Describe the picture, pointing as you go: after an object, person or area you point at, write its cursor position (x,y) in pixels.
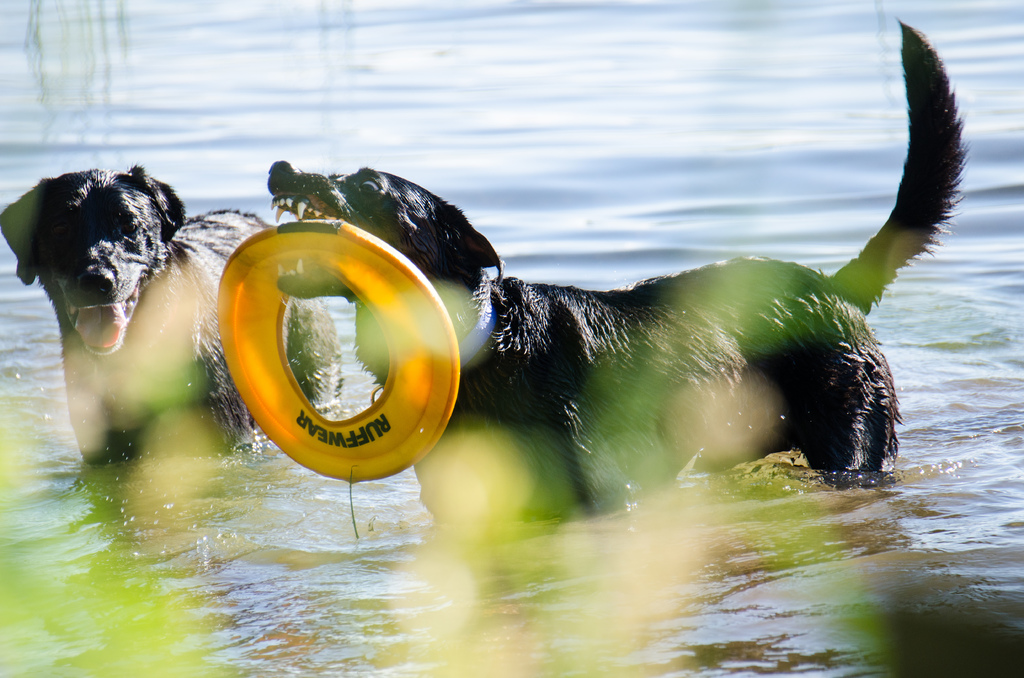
In this picture we can see two dogs (367,368), a dog (505,375) on the right side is holding a disc (431,366), at the bottom (817,549) there is water (837,555).
